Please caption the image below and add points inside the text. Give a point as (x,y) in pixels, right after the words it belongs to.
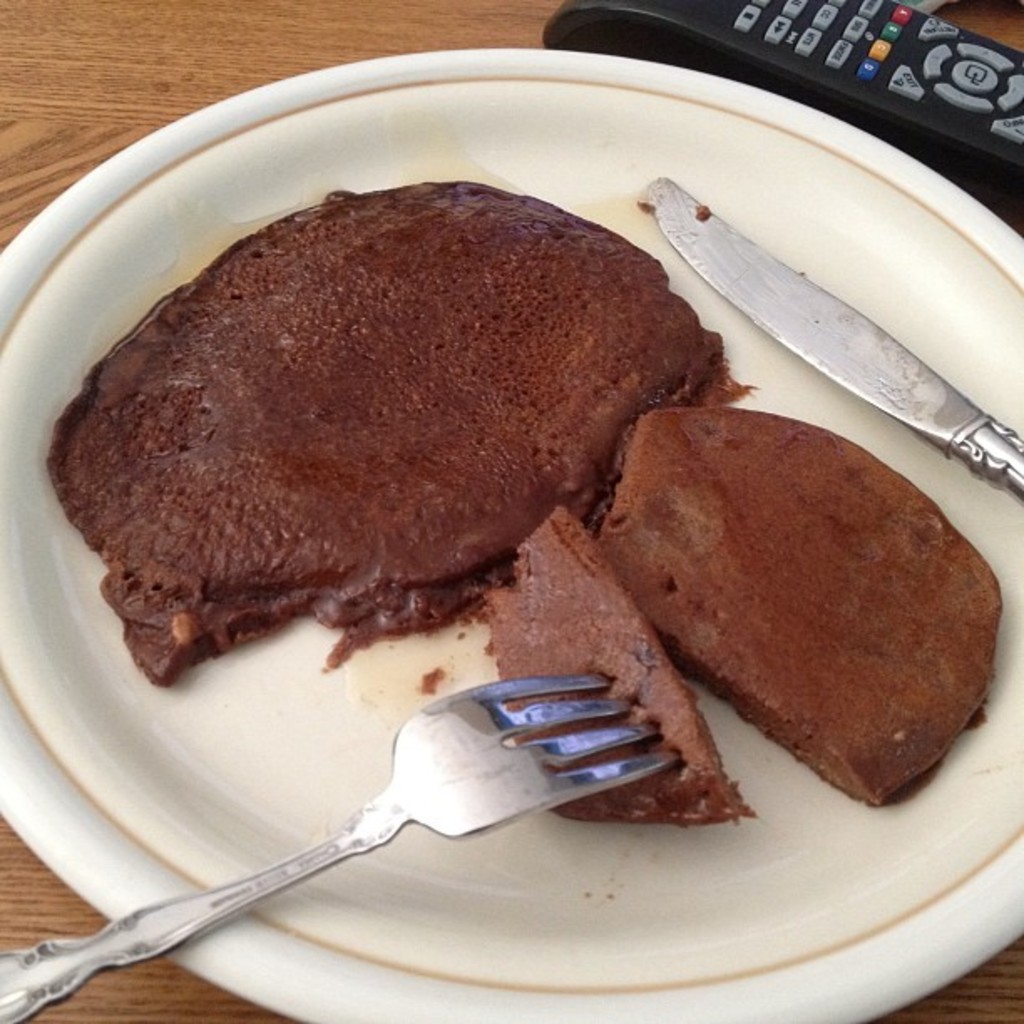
In this picture I can see food (464,575) in the plate (628,880) and I can see a knife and fork (63,972) on the plate (373,706) and I can see a remote (901,23) and a table (270,2).
